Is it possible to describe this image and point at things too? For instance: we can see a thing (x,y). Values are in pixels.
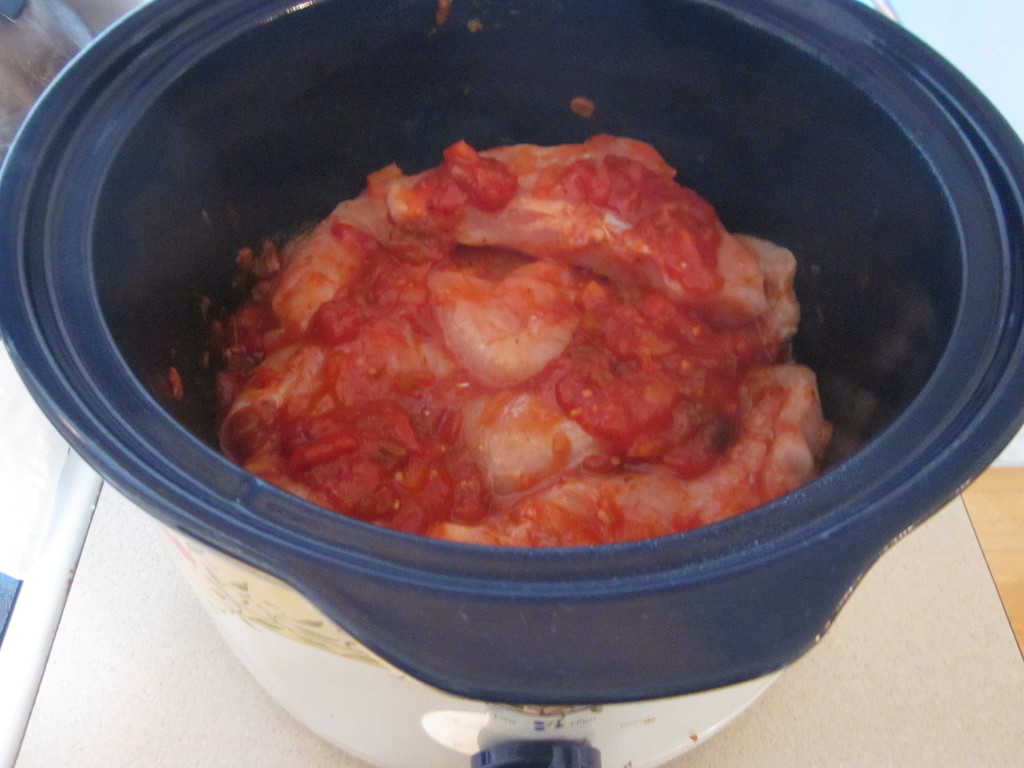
In the image we can see a container (703,155). In the container (217,162) there is a food item (381,359).
